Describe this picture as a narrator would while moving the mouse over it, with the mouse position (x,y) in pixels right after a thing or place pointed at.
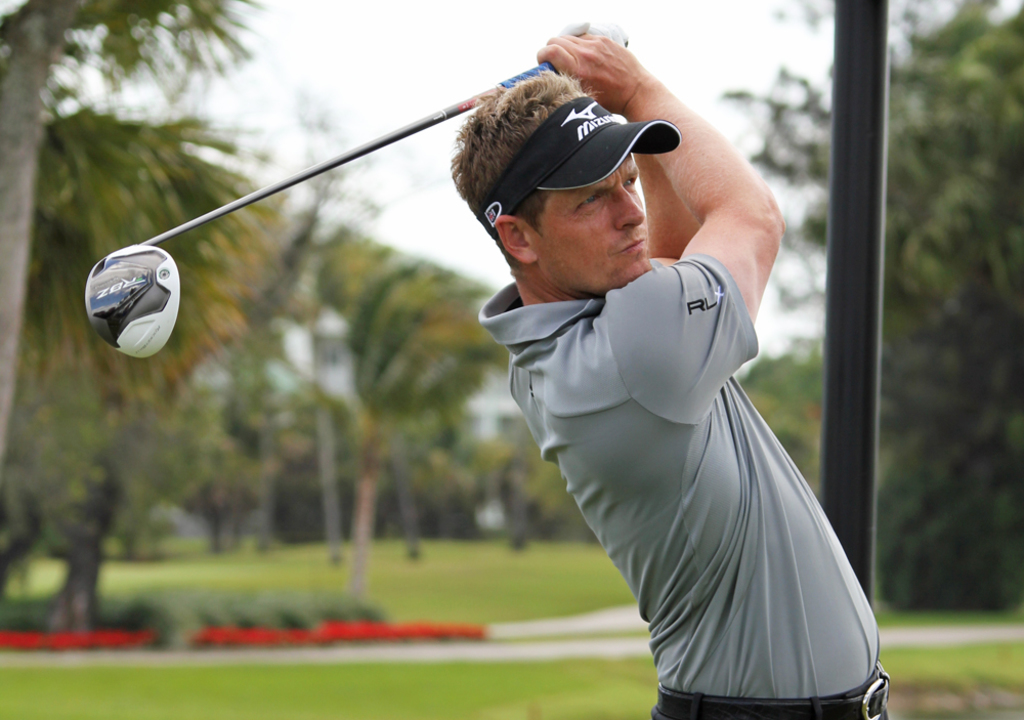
In this picture I can see a man (670,254) in front (569,385) who is wearing a t-shirt (555,400) and I see that he is holding a golf bat (111,277) in his hands (616,53). Behind him I can see a black color pole (835,279). In the background (774,177) I can see number of trees (990,142), grass (389,545), few plants (67,628) and the sky (262,82) and I see that it is blurry in the background (305,432).
